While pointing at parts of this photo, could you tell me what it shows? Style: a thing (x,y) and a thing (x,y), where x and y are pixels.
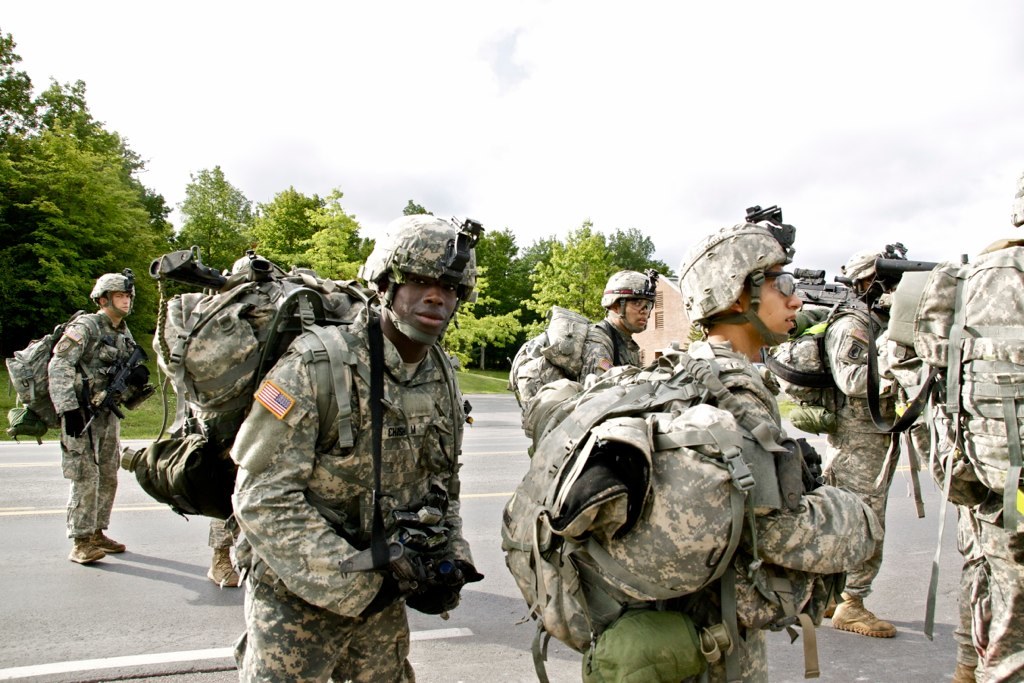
In this image there is the sky (549,92) towards the top of the image (573,77), there is a building (678,299), there are trees (572,284), there is the grass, there is the road (491,408) towards the bottom of the image (490,532), there are group of persons (328,450) standing on the road (41,573), they are wearing a bag (574,418) and holding an object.
